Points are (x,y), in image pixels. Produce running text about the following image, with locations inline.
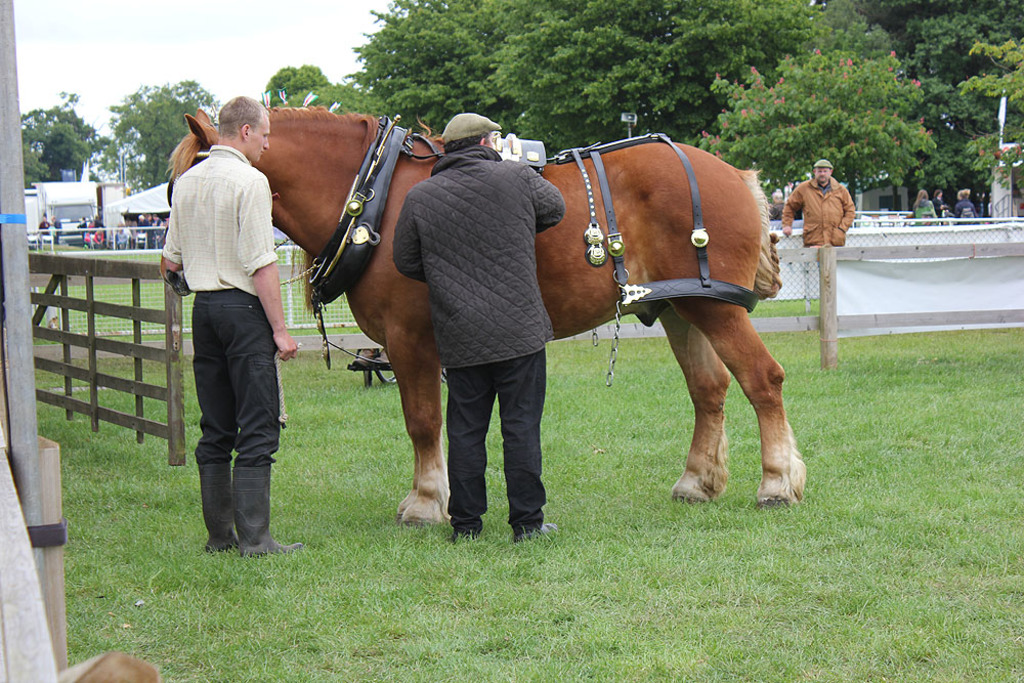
In this image there is a horse (648,213) and two men (185,244) beside it. The horse (390,195) is standing in the ground (593,613). At the back side (885,180) there is man (827,209) standing and trees (475,47). To the left side (145,215) top corner there is tent (133,209) under which there are few people (133,225). In front of the horse (648,226) there is wooden railing (129,272).
